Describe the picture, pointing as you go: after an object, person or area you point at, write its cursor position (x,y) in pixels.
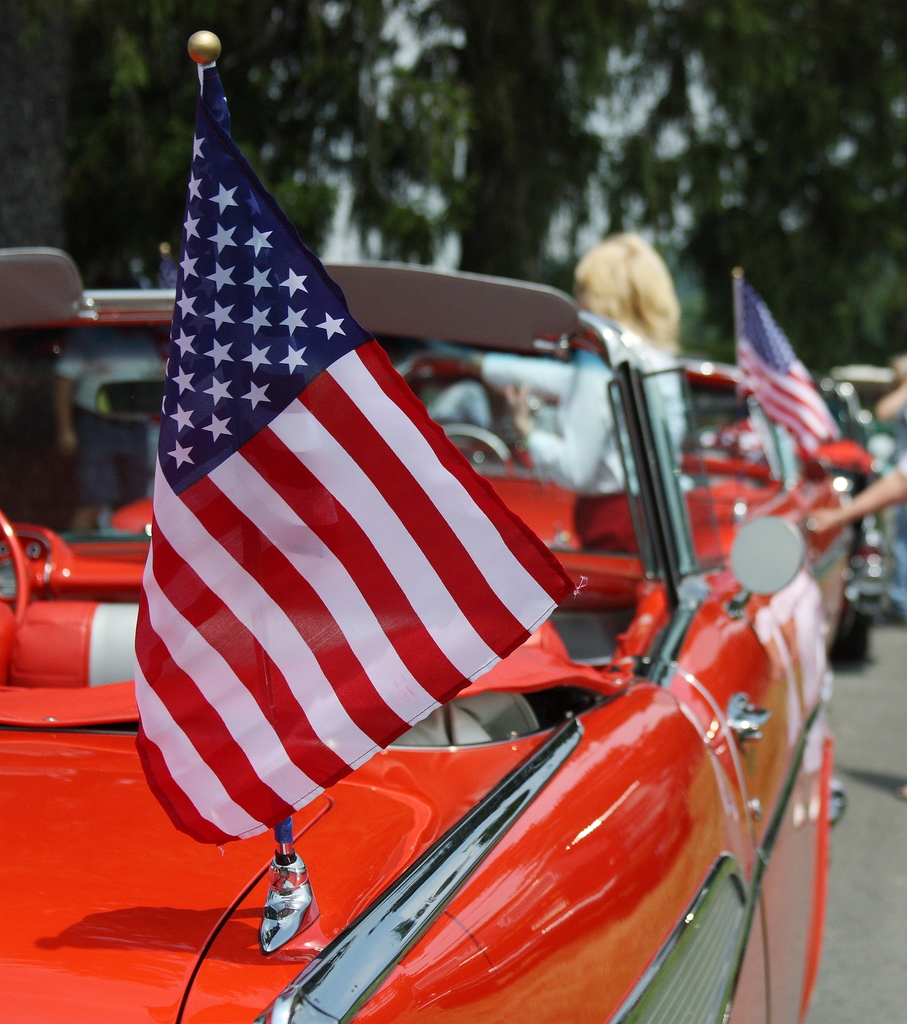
In this image I can see a car (705,796) in red color and there are flags (394,436) on it. At the top (495,131) there are trees (571,99).
